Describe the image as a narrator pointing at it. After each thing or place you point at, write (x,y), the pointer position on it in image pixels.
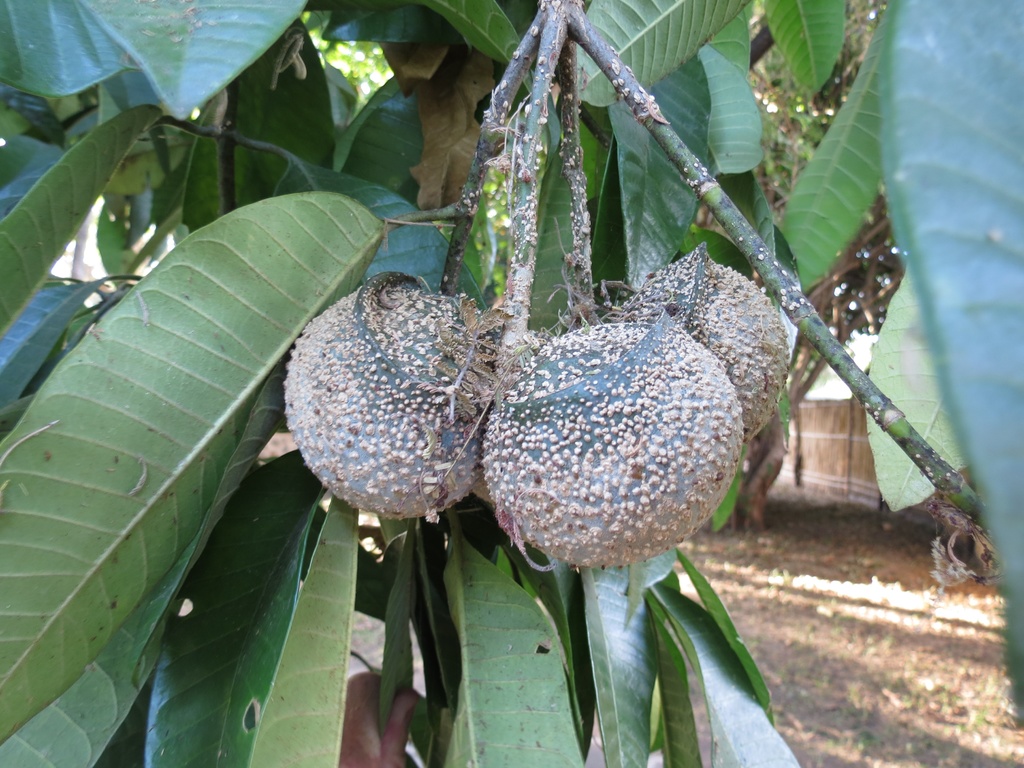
In this picture there are fruits (515,413) on the tree (178,8). At the back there is a tree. At the bottom (837,595) there is mud (816,659).
